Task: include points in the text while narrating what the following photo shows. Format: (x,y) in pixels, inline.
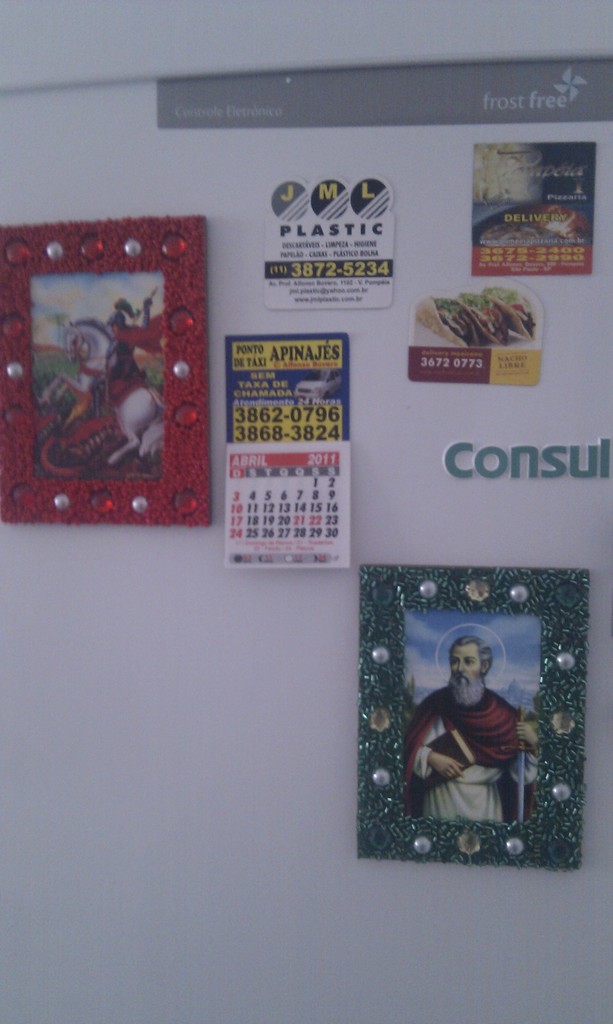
In this image we can see photo frames (197,239), calendar (318,458) and some text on the white color refrigerator (202,684).
